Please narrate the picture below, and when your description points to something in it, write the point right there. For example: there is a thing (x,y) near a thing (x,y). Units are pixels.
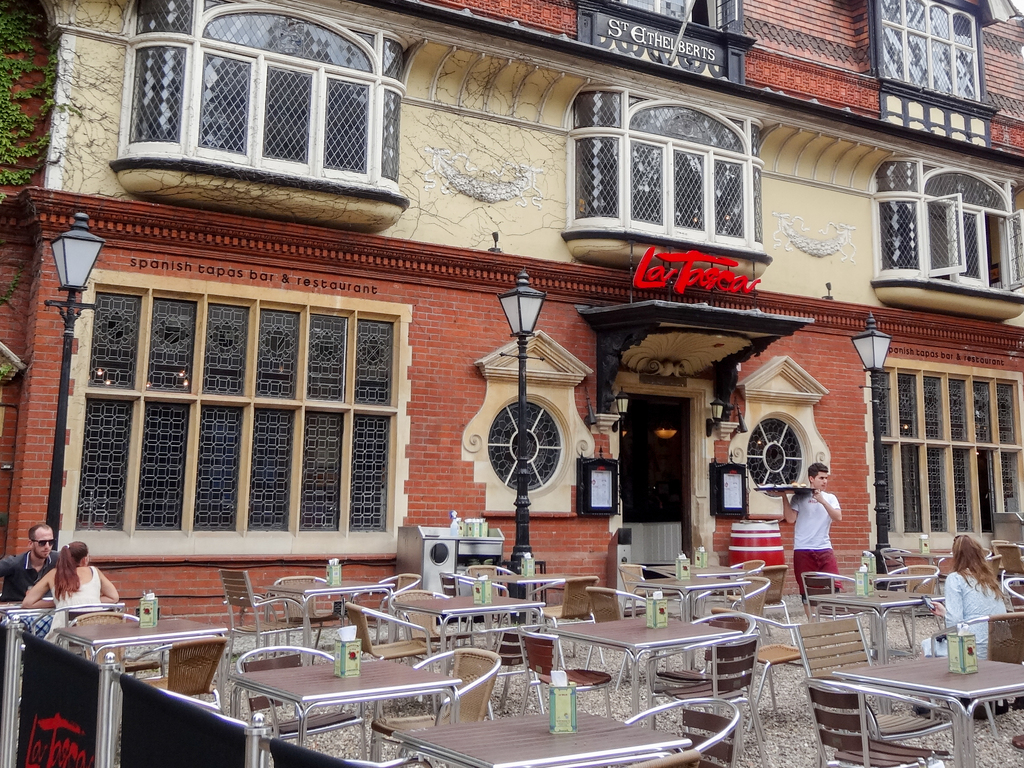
In this picture we can see some objects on the tables (593,632). We can see a few people (11,586) sitting on the chairs (1019,630). There is a person (804,562) standing and holding an object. We can see street lights (883,544) and other objects (91,763). There are glass objects (157,52), windows (594,98), some text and a few things (766,415) on the building (197,478).
